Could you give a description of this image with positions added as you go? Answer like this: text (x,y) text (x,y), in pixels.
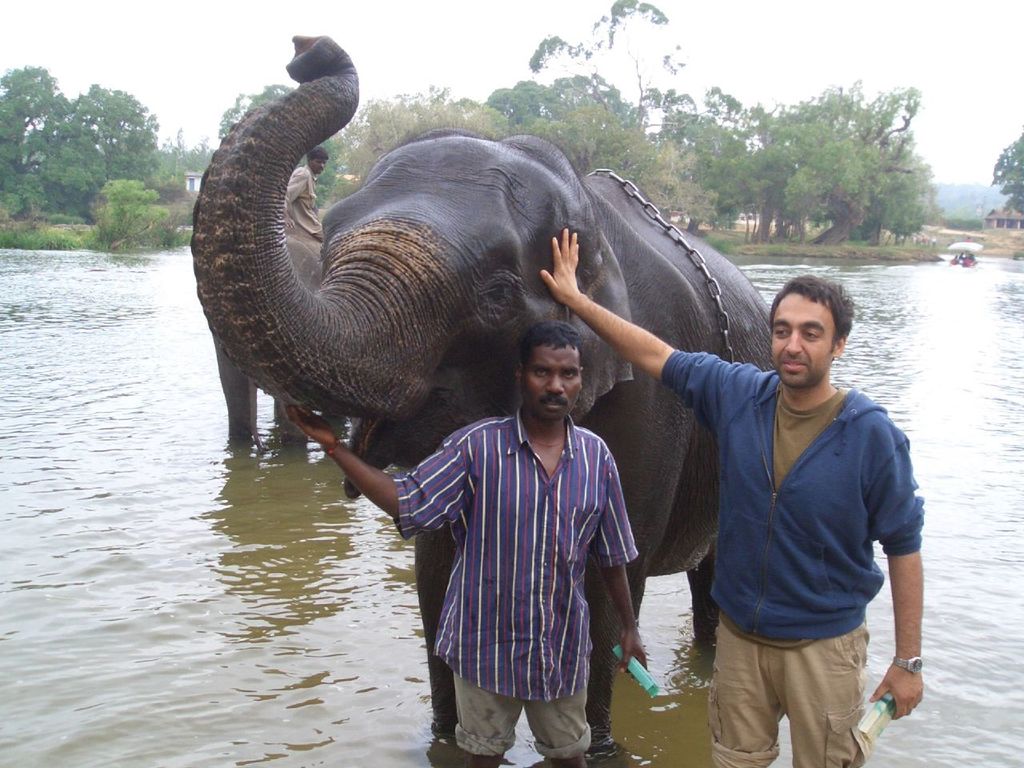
There are two persons (592,312) touching an elephant (537,268) which is in water (362,643) and there are trees (616,132) behind them.
